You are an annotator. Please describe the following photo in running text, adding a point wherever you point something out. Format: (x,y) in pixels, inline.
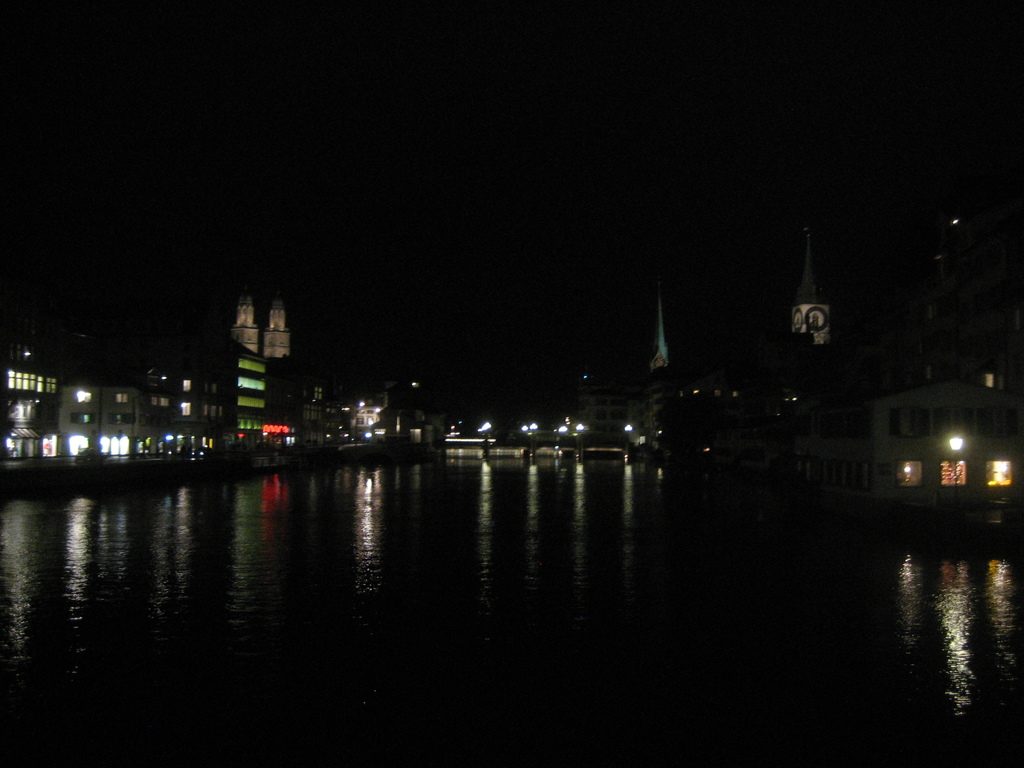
It is the image of a city (319,430), it is captured in the night time. There is a river (604,483) and beside the river (263,540) there are a lot of buildings (240,378) and towers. The view is very beautiful as the buildings (282,409) are lightened up with the lights (1000,470).
